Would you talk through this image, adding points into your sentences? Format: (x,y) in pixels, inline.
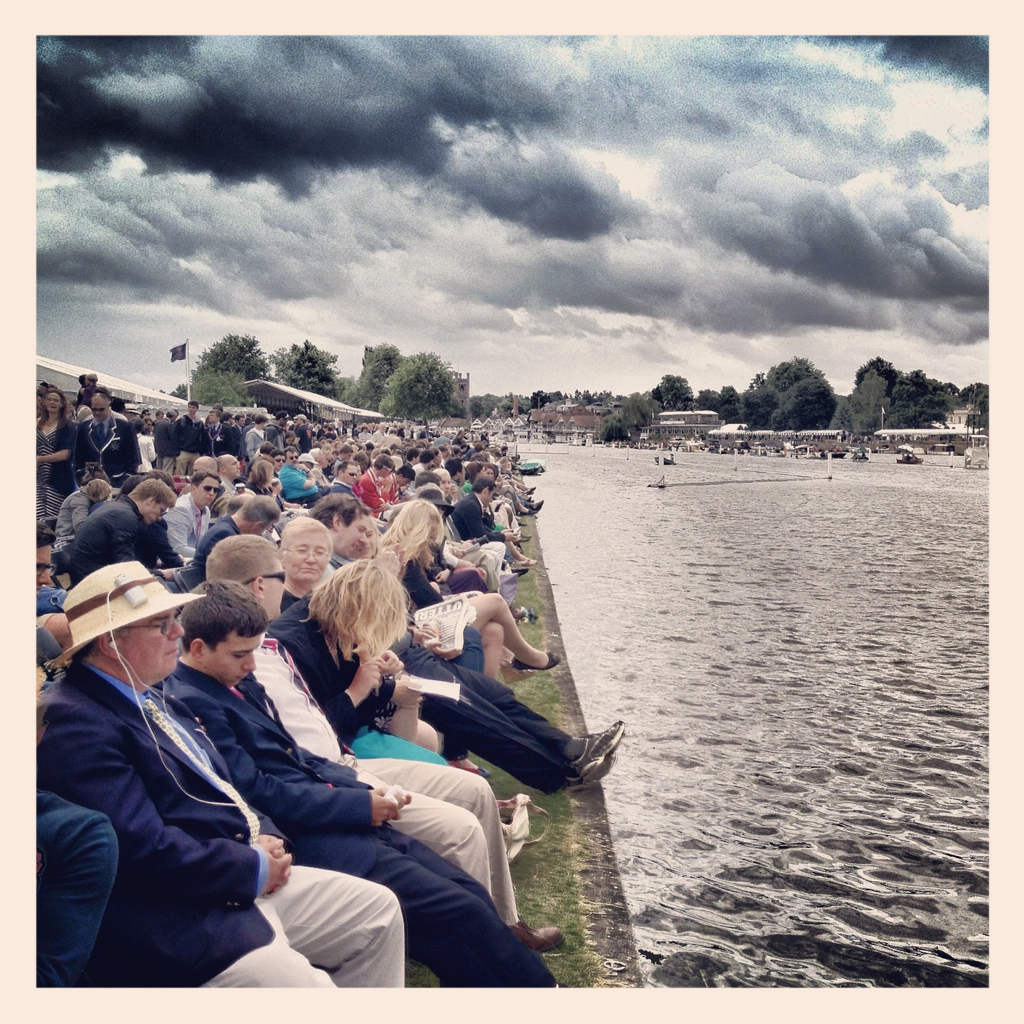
This picture is a photo frame (861,889). In this image, on the left side (337,518), we can see a group of people (240,894) sitting. On the right side (867,771), we can see water (751,618) in a lake (748,607). On the right side (754,404), we can see some trees (613,420) and plants (636,422), a group people (662,440), boats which are floating on the water (600,450), building (931,429). In the background (297,370), we can see a flag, trees (550,401), plants (689,403). At the top (504,61), we can see a sky (501,49) which is cloudy, at the bottom (976,727), we can see a water (903,800) and a grass (545,853) on the land (540,881).
